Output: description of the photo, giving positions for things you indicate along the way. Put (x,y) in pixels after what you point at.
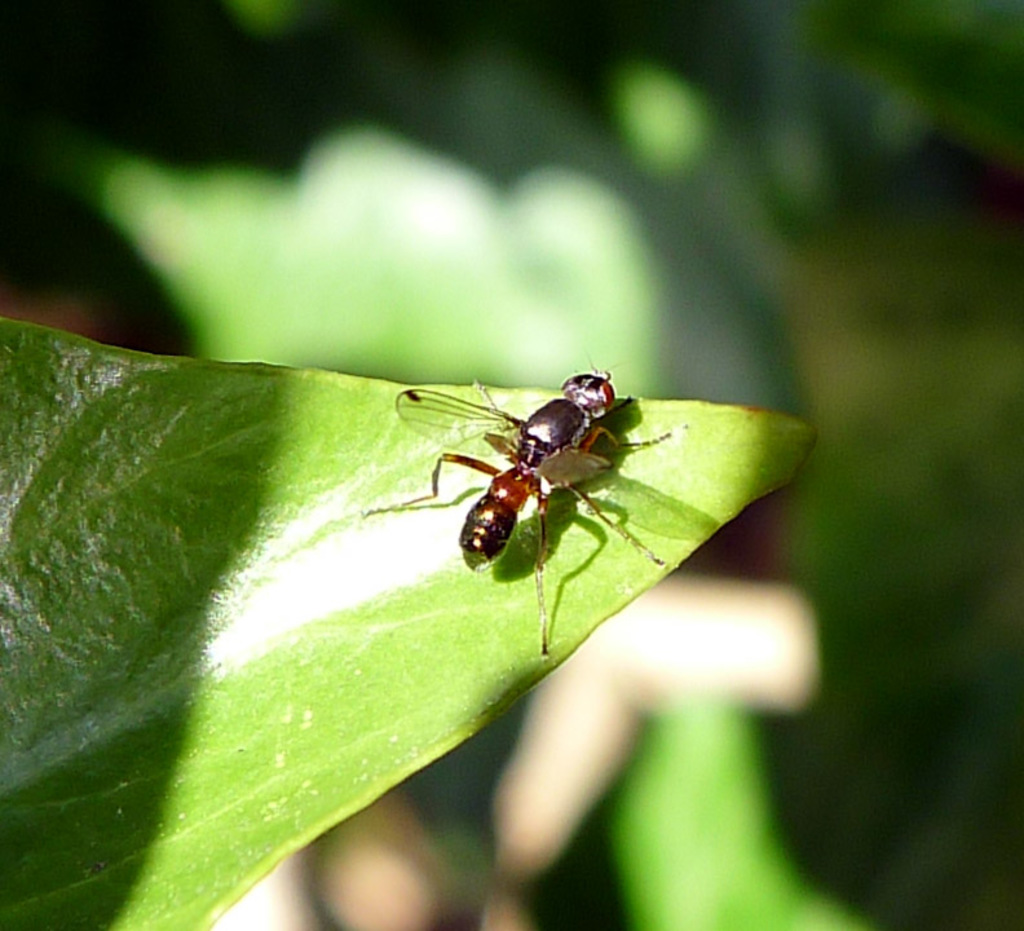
In this image we can see an insect (494,542) on the leaf (399,529). In the background of the image (952,136) there is a blur background (917,194).
